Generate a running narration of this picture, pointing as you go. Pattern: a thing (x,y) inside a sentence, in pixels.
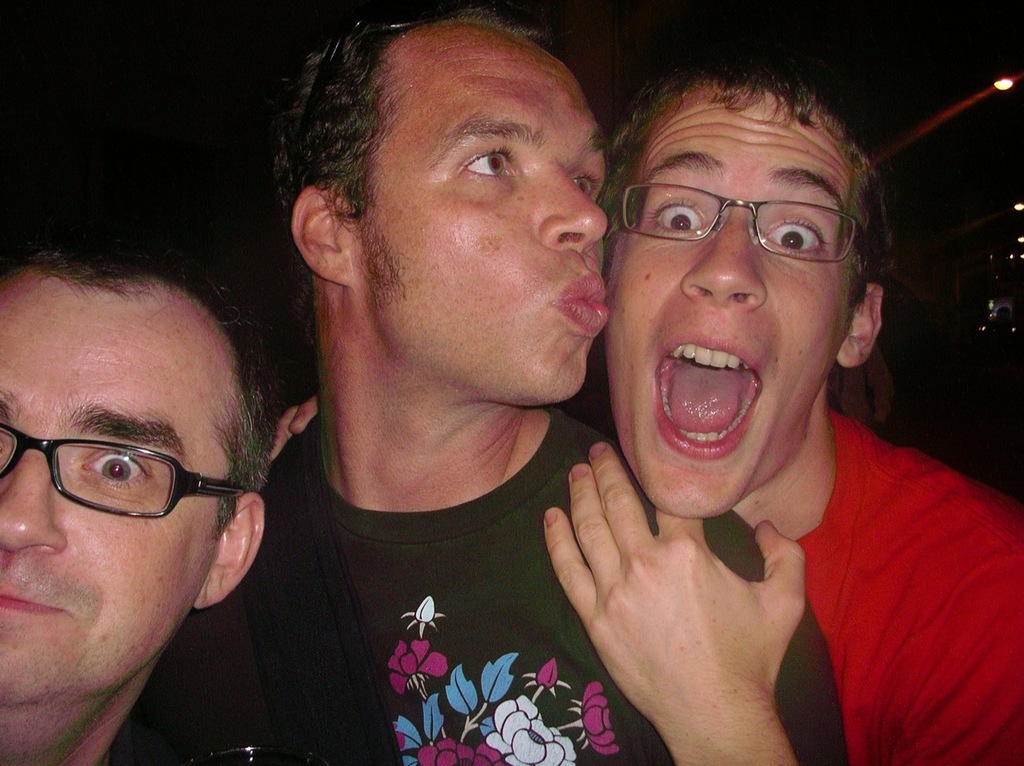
This image is taken outdoors. In this image the background is a little dark. On the right side of the image (993,219) there are a few lights (1003,87). In the middle of the image (430,271) there are three men (359,378) with weird faces (450,329).
